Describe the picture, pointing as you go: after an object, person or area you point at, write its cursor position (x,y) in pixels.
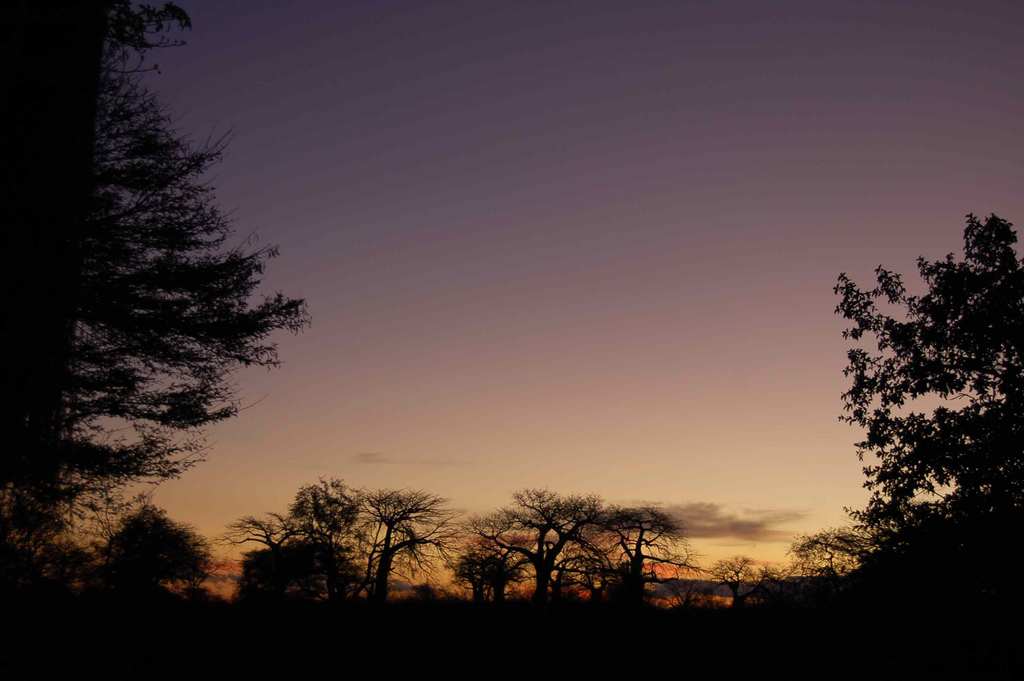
In this image I can see trees (1002,340), background (685,25) the sky (612,317) is in purple, white and orange color.
